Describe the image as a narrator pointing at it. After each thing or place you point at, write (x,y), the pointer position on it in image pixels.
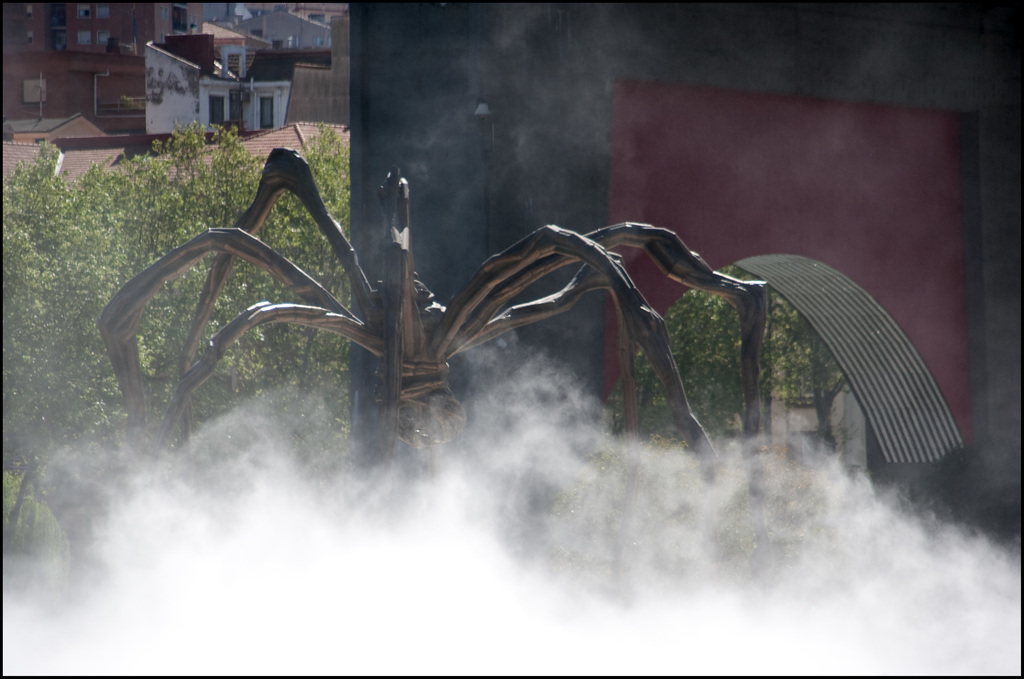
In this image, we can see a spider sculpture (462,346). Background (531,202) we can see few trees (710,337), walls (430,153), houses (270,109), building (135,117), poles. At the bottom of the image (518,617), we can see smoke (459,627).
